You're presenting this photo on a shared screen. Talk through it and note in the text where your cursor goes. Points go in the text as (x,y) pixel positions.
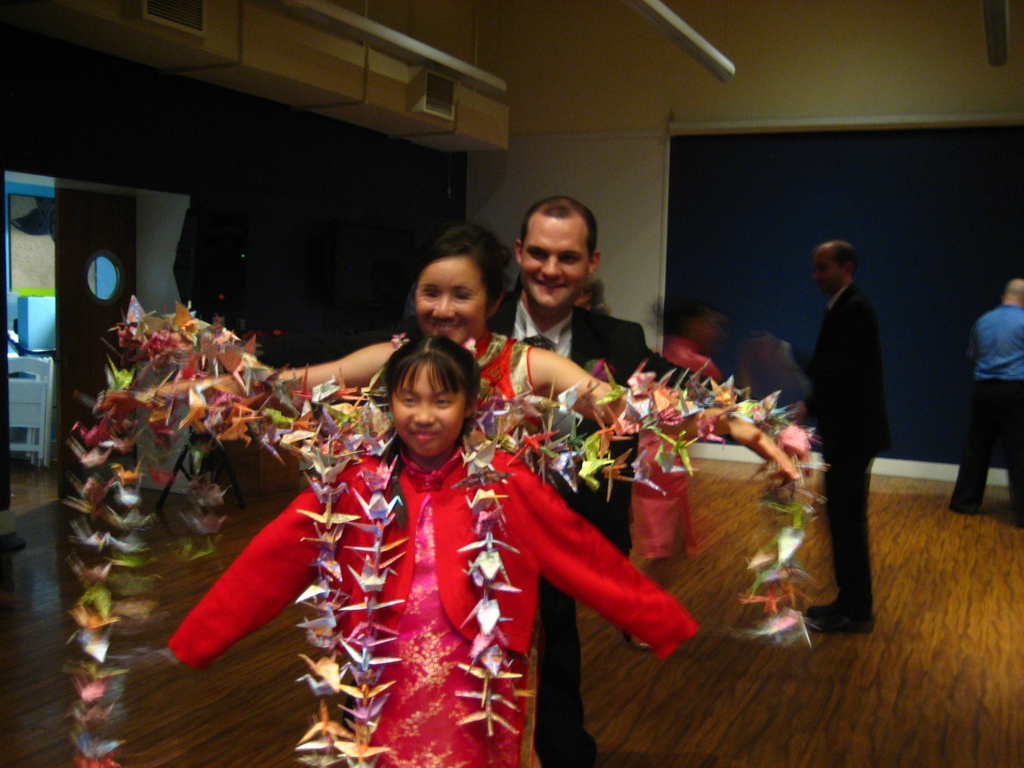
In the center of the image (547,289) we can see persons (410,449) standing on the floor (599,753). In the background (735,297) we can see door (72,281), screen (689,169), air conditioner (455,83) and wall (653,98).
